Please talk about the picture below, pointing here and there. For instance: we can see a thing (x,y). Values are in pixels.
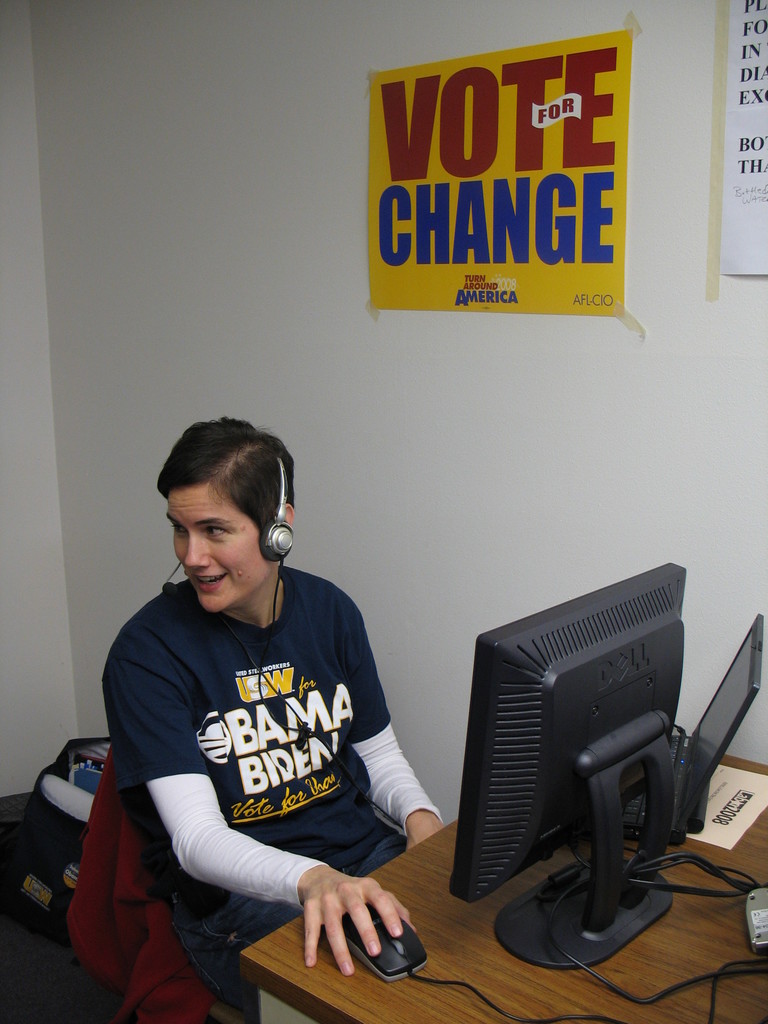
In this picture there is a woman (367,658) sitting and looking somewhere else to her right and smiling, she is wearing microphone set (272,527) and she is sitting on the chair (79,884), operating system (557,911) and there is a laptop (682,799) beside the system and in the background (296,192) is a wall (493,401) with some posters (492,288) pasted on it
